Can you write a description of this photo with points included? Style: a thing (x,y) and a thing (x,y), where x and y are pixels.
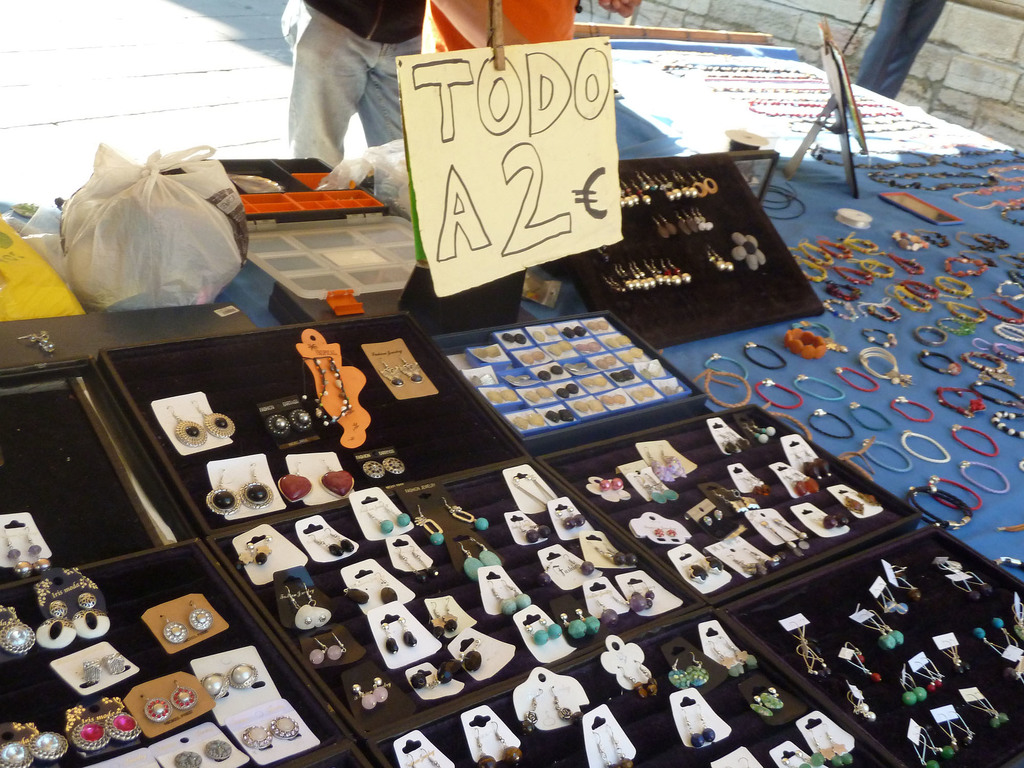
In this image we can see earrings (224,490), bangles (836,398) placed on the table (851,392). In the background (98,108) we can see persons (407,26) and floor (201,60).
